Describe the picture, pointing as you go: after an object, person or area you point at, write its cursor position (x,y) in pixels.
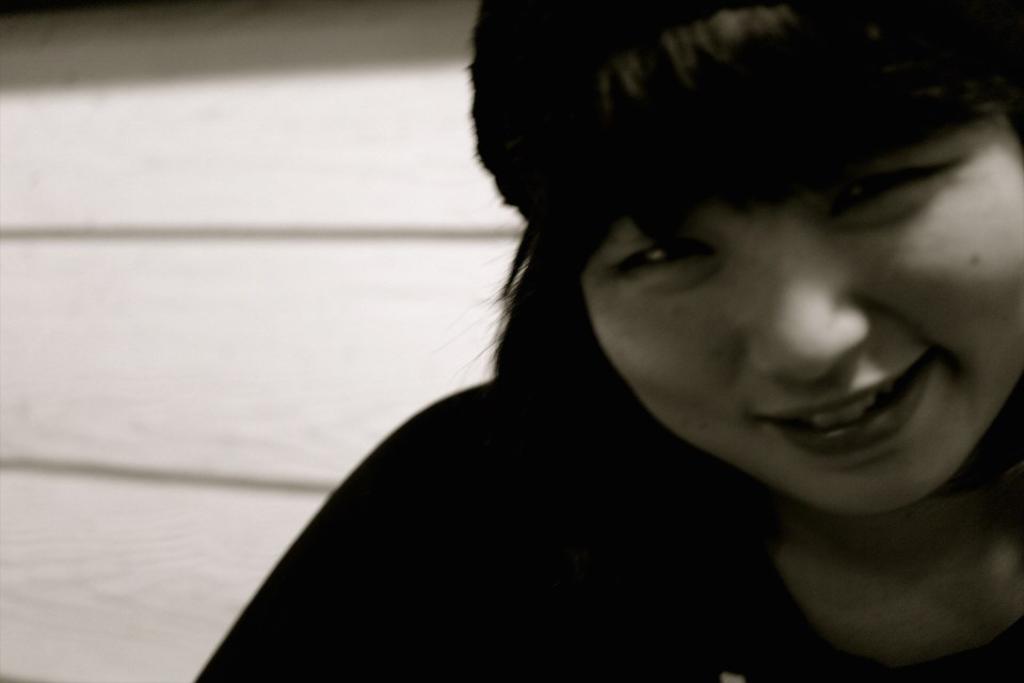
This is a black and white picture. In this picture, we see a woman (727,405) is wearing the black dress (572,501). She is smiling and she might be posing for the photo. In the background (238,284), it is white in color and it might be a wall (209,274).
